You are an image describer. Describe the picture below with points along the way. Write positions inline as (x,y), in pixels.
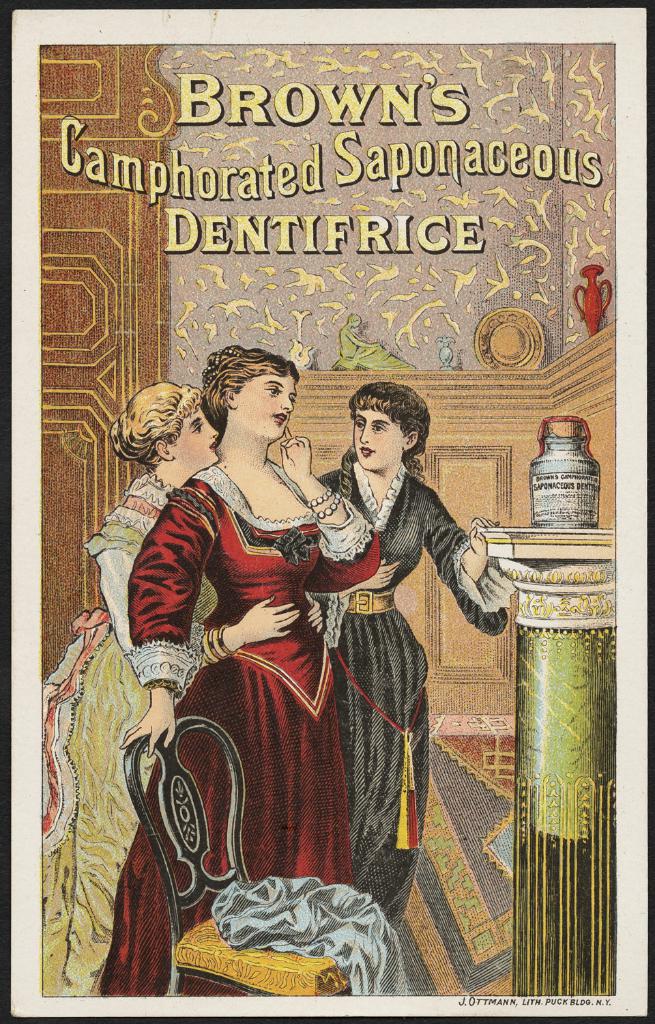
In the image we can see a painting (250,394), in the painting (344,583) there are people (313,595) standing and they are wearing clothes (114,647). This is a chair (168,894), floor (458,884), small statue (367,356), wall (517,236), pot (586,317), pole (556,694) and an object (547,518) and this is a text (349,138).
